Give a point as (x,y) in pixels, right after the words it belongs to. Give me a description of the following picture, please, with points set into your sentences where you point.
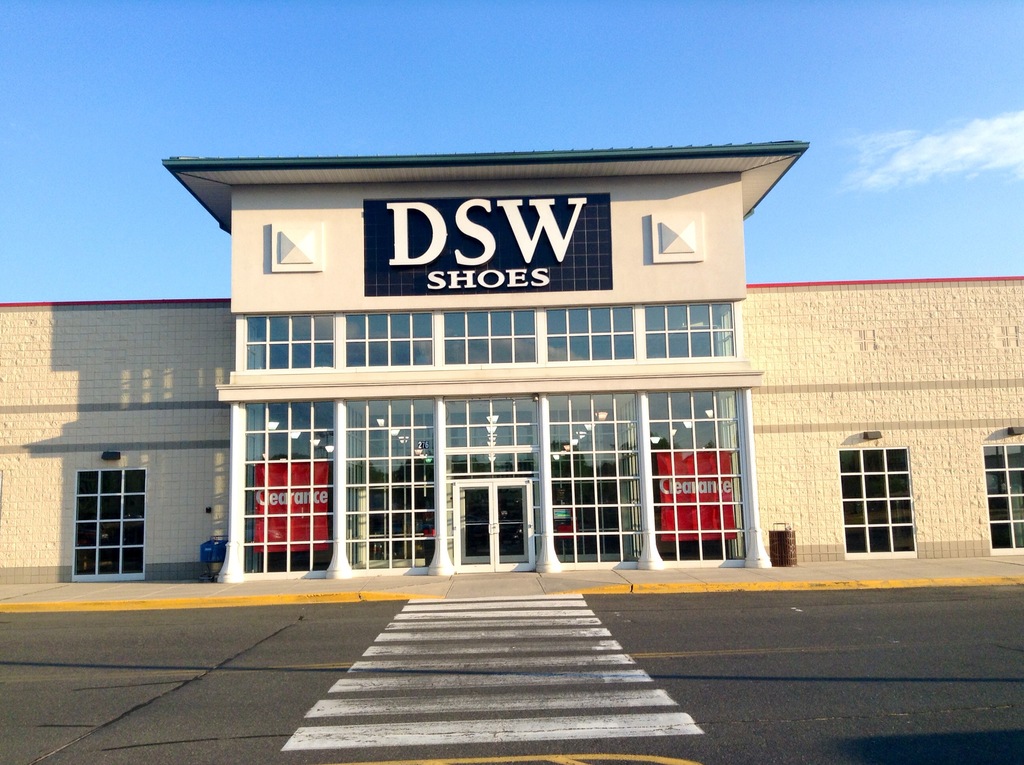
In this picture, we see a building (359,433) on which "DSW SHOES" (526,225) are written. Inside the building (353,516), we see a red color box (303,506) with some text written on it. Beside the building (809,544), we see a garbage bin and at the bottom of the picture (517,717), we see a road (402,699). At the top of the picture (425,87), we see the sky (379,106) and this picture is clicked outside the city.
